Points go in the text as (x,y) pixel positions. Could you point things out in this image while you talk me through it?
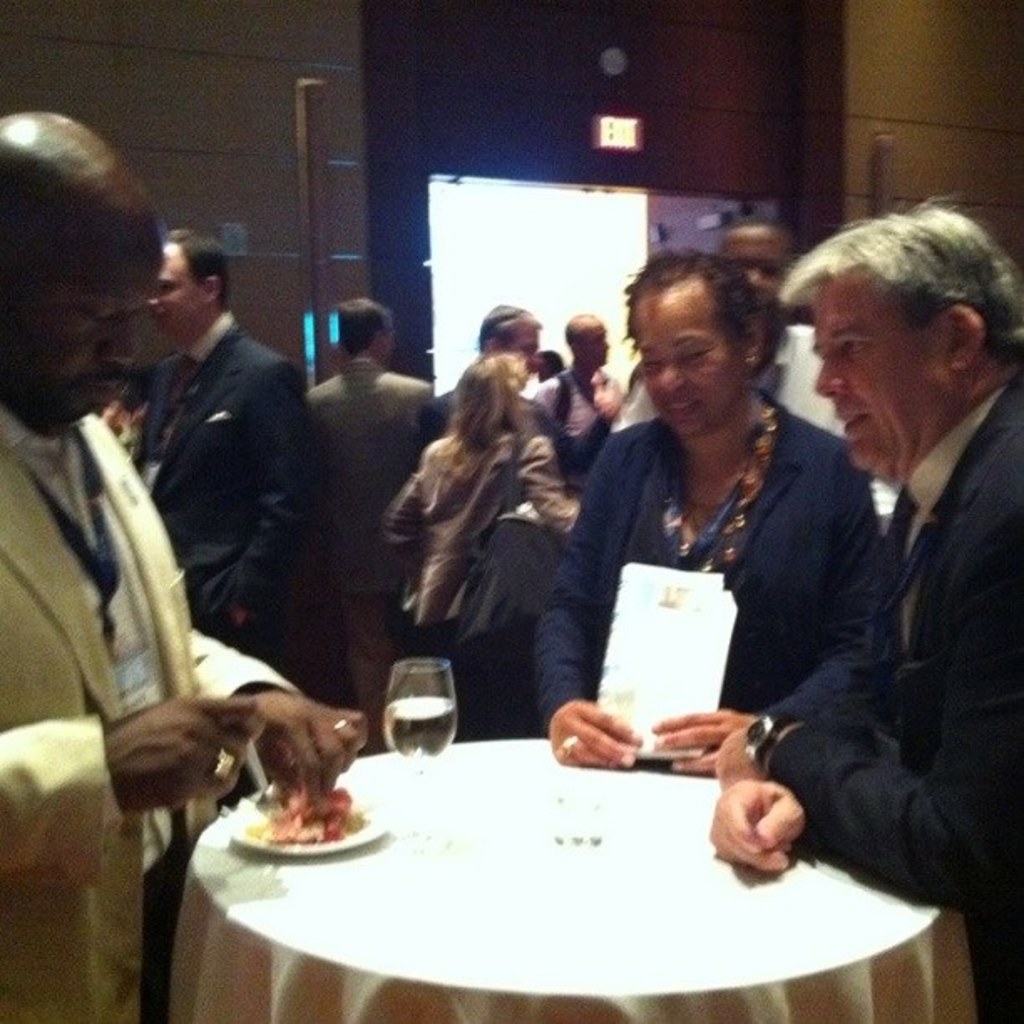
There are some people (158,268) in the picture and three people (224,656) around a single table (484,857) and on the table (405,771) we have a glass (433,671) and a plate (369,818).
